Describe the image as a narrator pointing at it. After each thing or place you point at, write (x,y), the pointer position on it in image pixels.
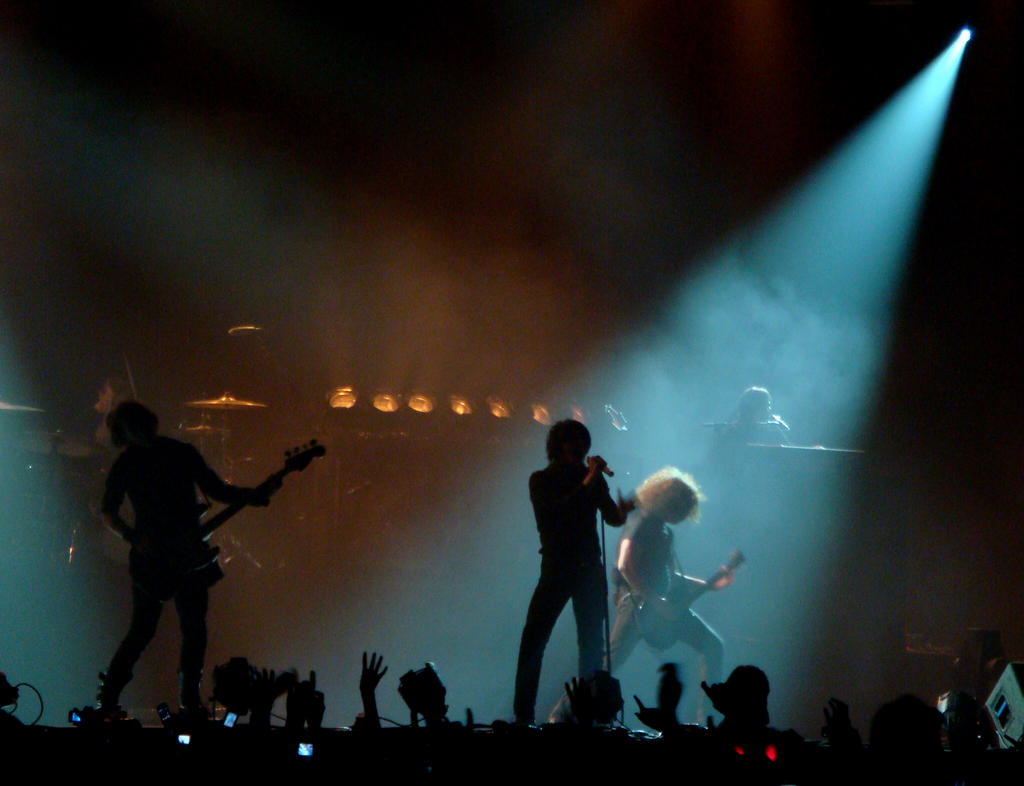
In this image we can see there are people (631,596) standing on the stage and a few people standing on the floor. And there are two people (640,585) playing musical instruments (687,593). And there is a person (565,494) singing and holding a microphone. At the back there are lights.
